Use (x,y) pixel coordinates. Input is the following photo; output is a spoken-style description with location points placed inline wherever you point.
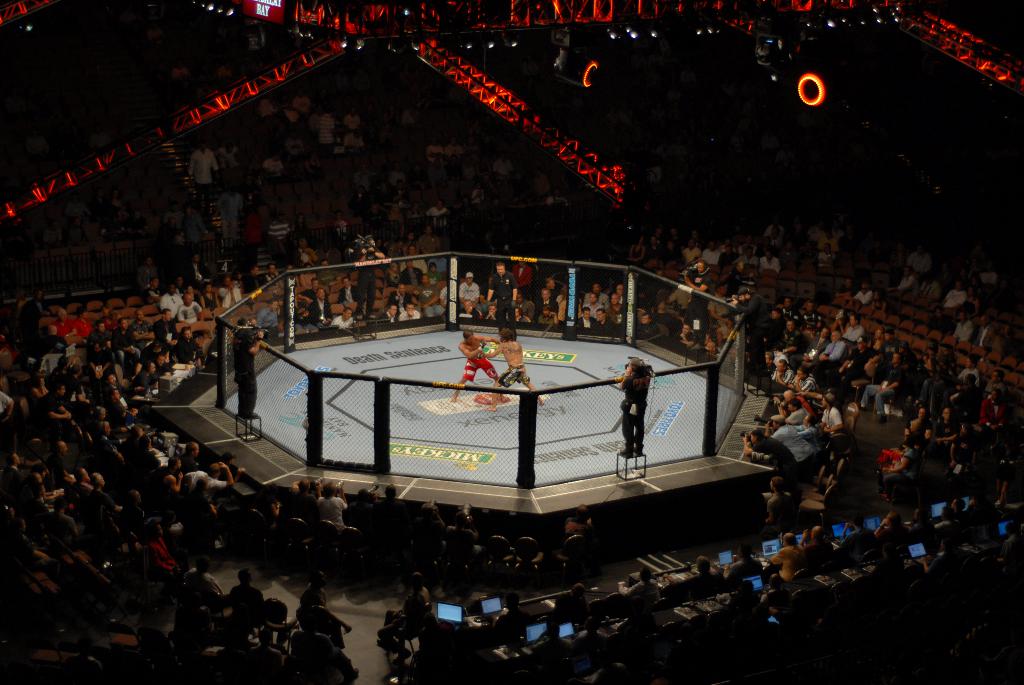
In this image there is a fighting ring (443,375) in the middle (443,375) in which there are two players (475,345) fighting each other. In the background (891,370) there are so many spectators (668,319) who are watching the game. At the top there are lights (772,46). There is a fence (724,394) around the ring (656,431) and there are few people (250,386) standing on the stool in four directions around the ring (495,407). At the bottom (650,584) there are few people (801,564) working with the laptops (757,579).
